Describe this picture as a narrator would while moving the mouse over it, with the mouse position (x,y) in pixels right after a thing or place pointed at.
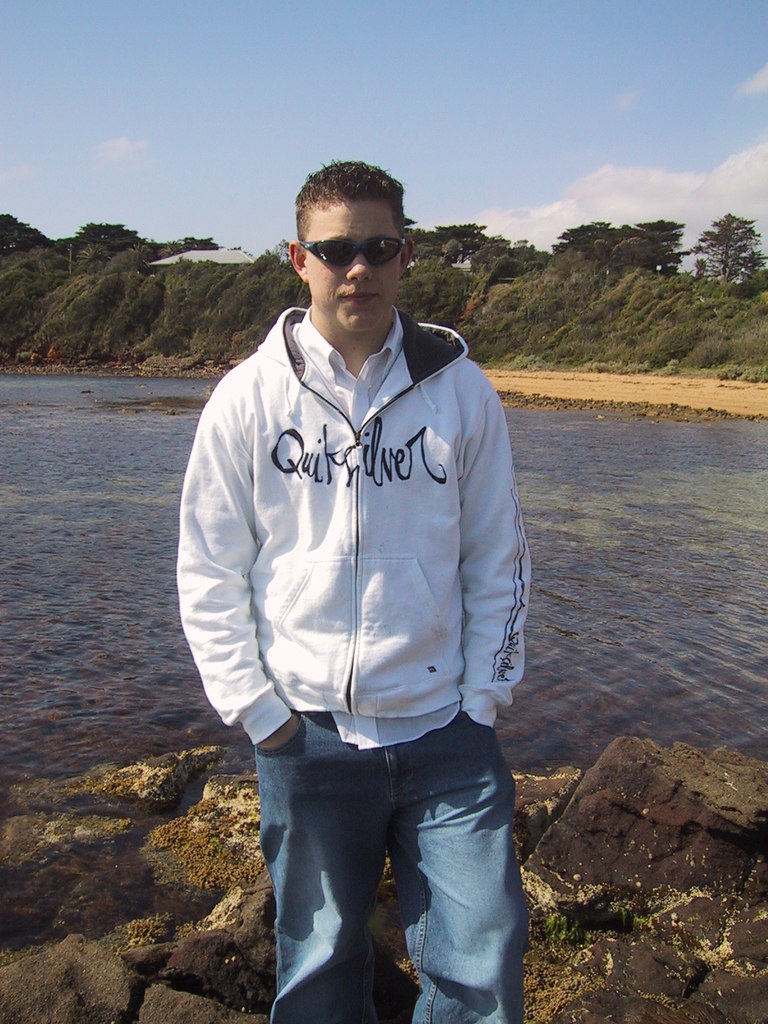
In this picture I can see a man (324,214) standing in front (347,259) on the brown color surface (102,1000) and I see that, he is wearing a jacket (301,442), jeans (480,1018) and shades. In the middle of this picture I can see the water (102,649). In the background (411,308) I can see number of trees (41,324) and I can see the sky (385,43).
